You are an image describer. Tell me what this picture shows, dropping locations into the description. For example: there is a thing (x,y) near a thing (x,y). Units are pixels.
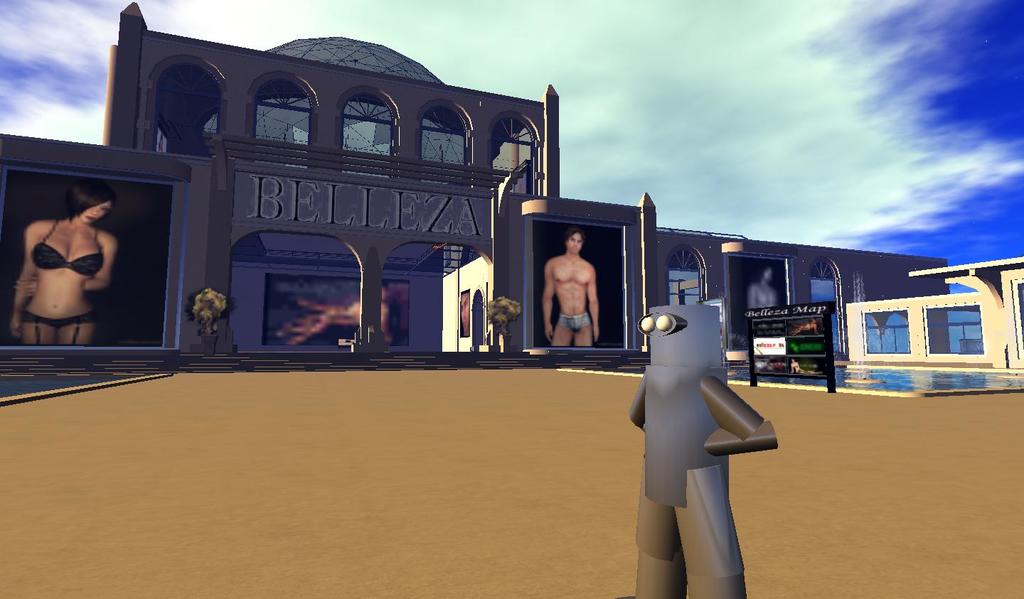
By seeing this image we can say it is a rendered image. On the left side of the image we can see a lady (97,258). In the middle of the image (567,275) we can see a robot (735,597) and a men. On the right side of the image (767,290) we can see a person (762,304) which is in blur and a building (995,349).
